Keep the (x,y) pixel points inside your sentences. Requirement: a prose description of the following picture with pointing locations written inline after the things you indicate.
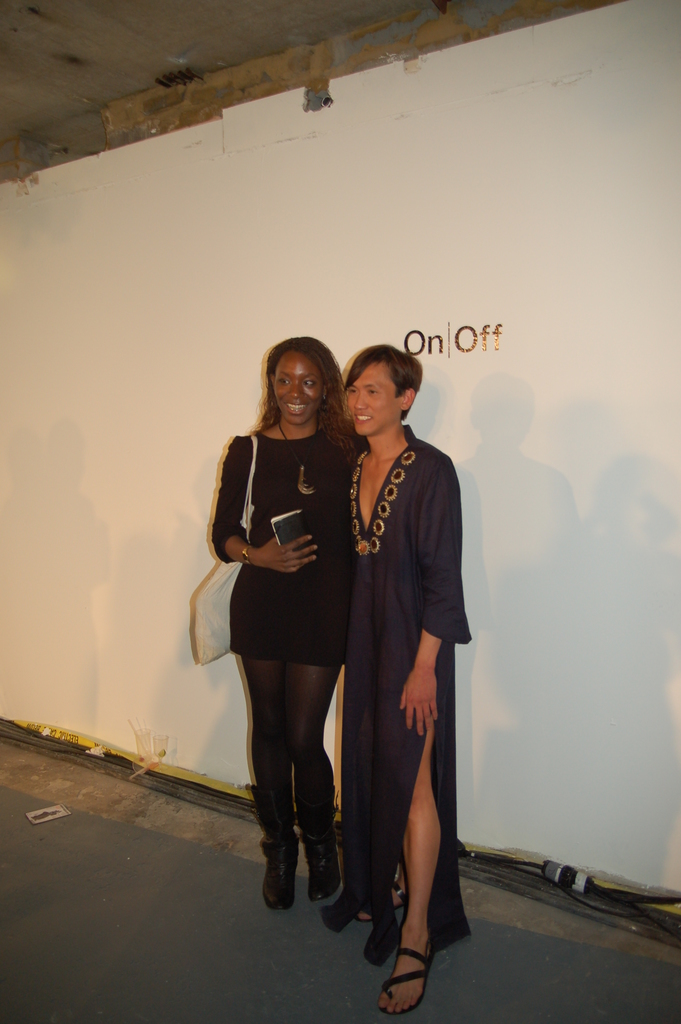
In this image I can see two persons (402,592) wearing black colored dresses (304,635) are standing. I can see a woman (272,561) is wearing a bag (205,655) and holding an object (292,516) in her hand (268,554). In the background (494,430) I can see the white colored surface (523,452) and the ceiling (147,80).
